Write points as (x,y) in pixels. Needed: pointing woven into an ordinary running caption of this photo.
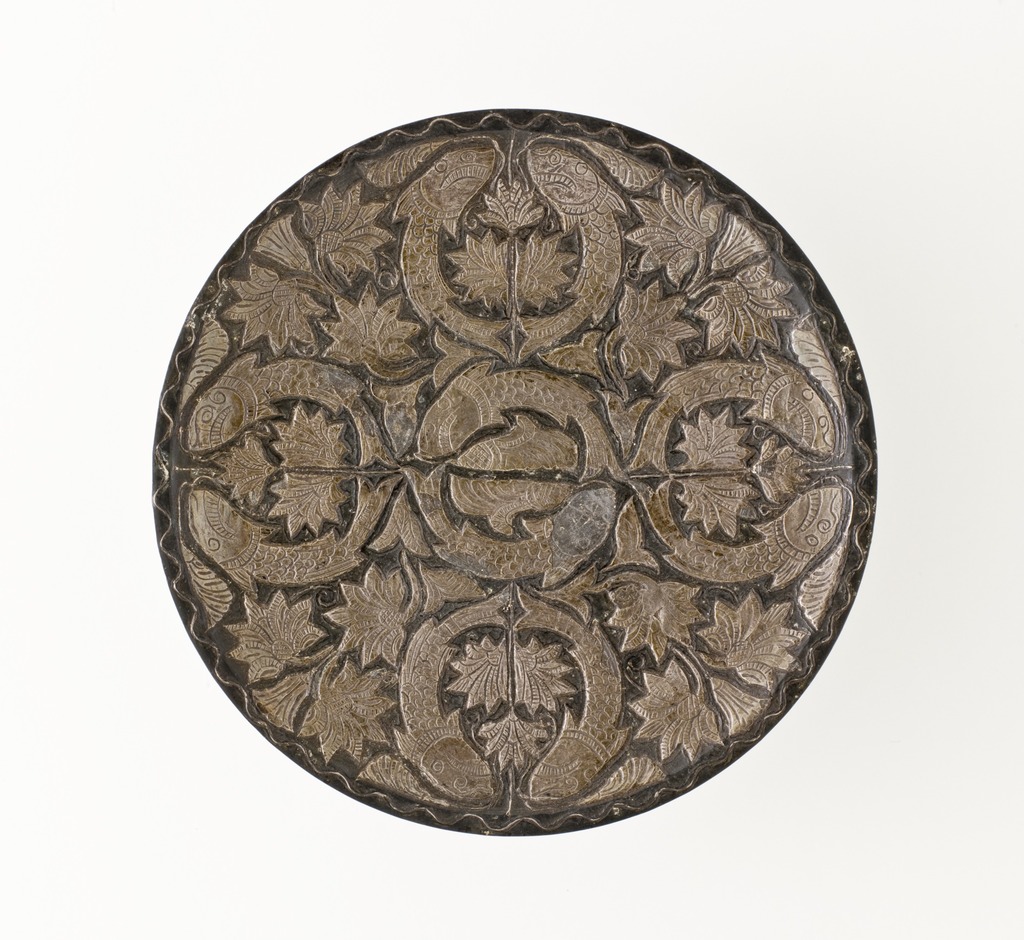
In this image I can see a circular thing (259,494) and on it I can see golden color designs (535,543). In the background (907,641) I can see white color.
